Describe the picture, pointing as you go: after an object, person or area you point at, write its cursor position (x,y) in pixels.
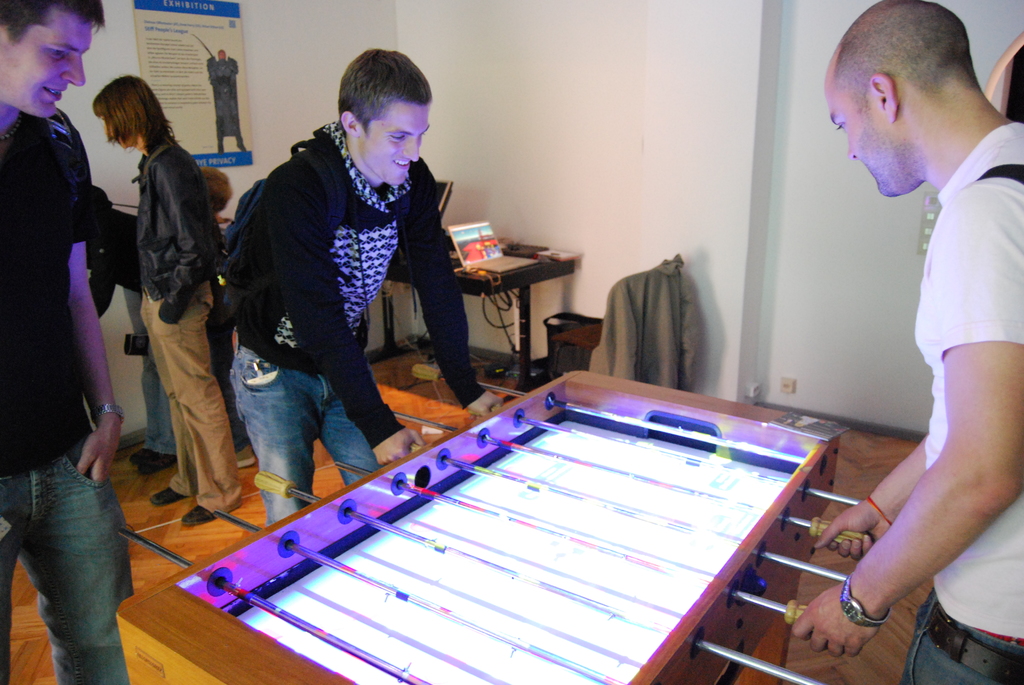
In this image i can see 2 persons (418,284) playing the Foosball (602,507) and a person (54,86) standing and watching the game. In the background (234,441) i can see few people (193,267) standing, a poster (214,105) and a wall (524,81).
